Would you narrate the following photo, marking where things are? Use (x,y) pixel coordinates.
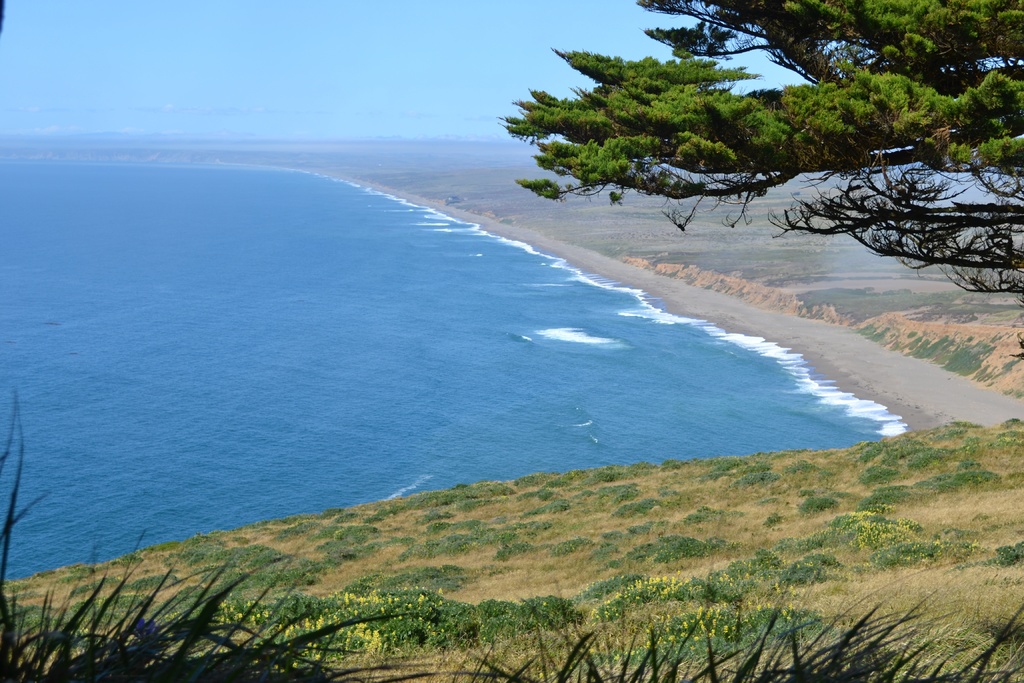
In this image there is the sky (251,66), there is a sea (241,219), there are plants (161,642) truncated towards the bottom of the image (402,662), there is the grass (506,663), there is a tree (814,91) truncated towards the right of the image (848,116).
